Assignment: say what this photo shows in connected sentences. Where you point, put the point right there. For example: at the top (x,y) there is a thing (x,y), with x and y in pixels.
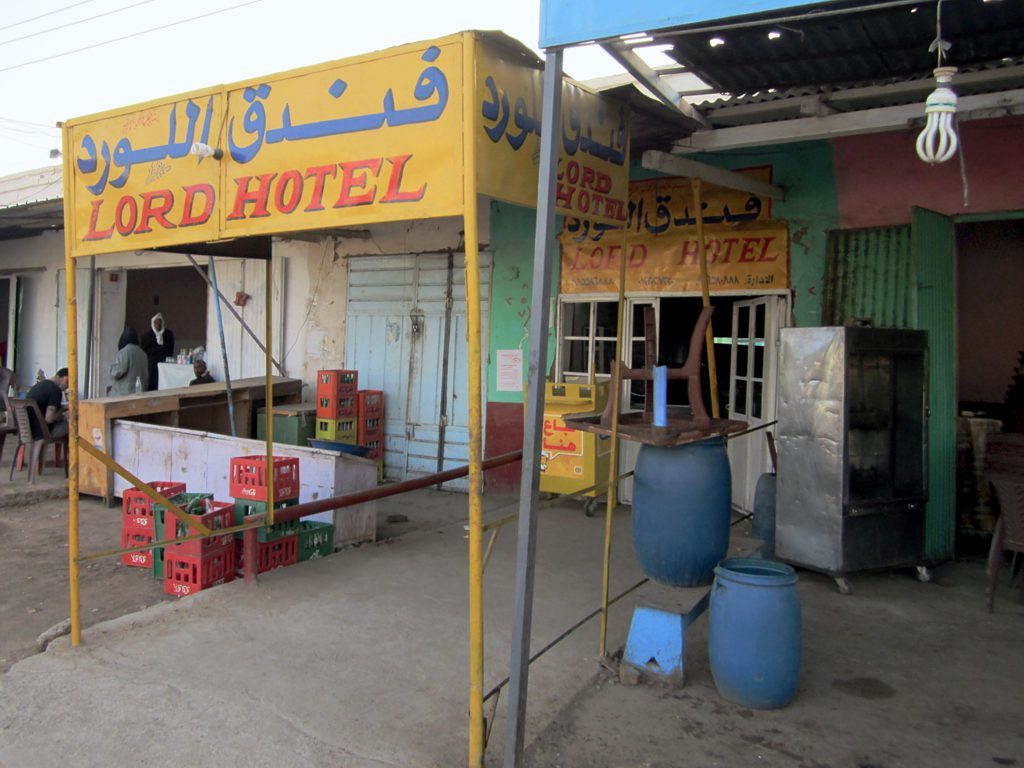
At the right side of the image (928,266) there is a store (915,271) with door (925,263), blue drums (765,491), steel item (797,510), also there is a bulb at the top of the image (901,108) with a roof (878,48). Beside that there is another store (611,255) with yellow poster (635,265), glass doors (769,391), poles (75,614) with yellow boards (439,109) and few other items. In the background (131,392) there are red and green boxes (137,499), tables (161,414) and few people (161,339) are there. At the top of the image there is a sky (10,134).
